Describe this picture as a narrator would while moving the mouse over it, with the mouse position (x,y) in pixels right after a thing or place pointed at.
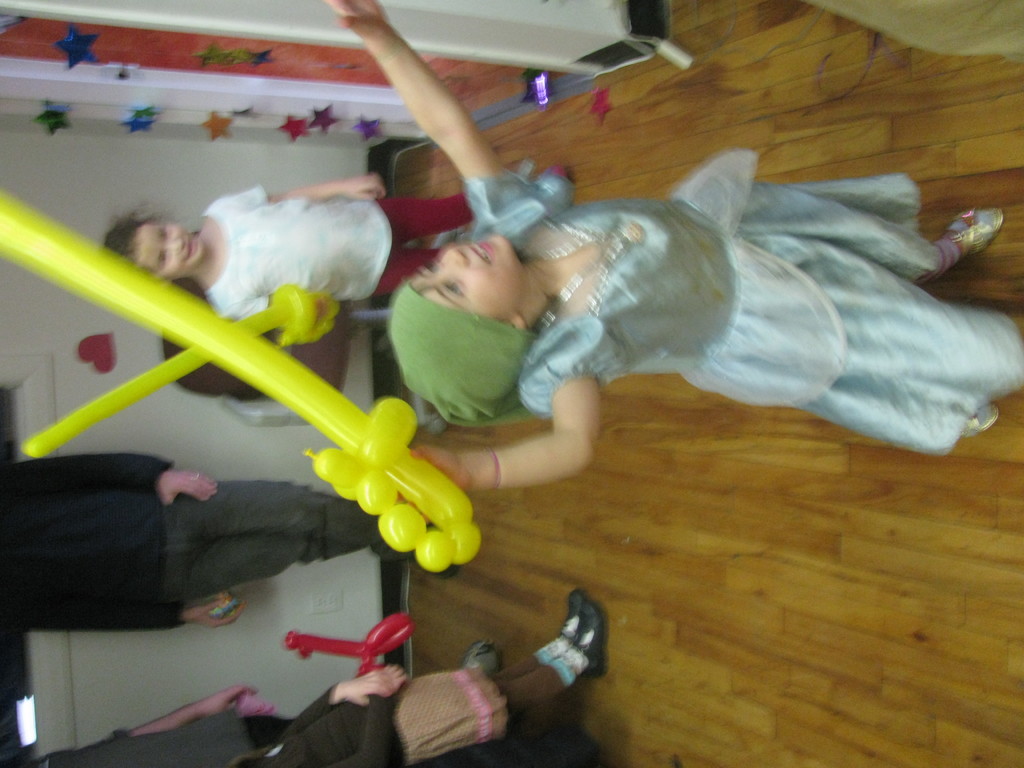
There are two kids (683,291) standing and holding yellow color object (210,348) in their hands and there are few other people (122,582) standing in the left corner (171,667).
